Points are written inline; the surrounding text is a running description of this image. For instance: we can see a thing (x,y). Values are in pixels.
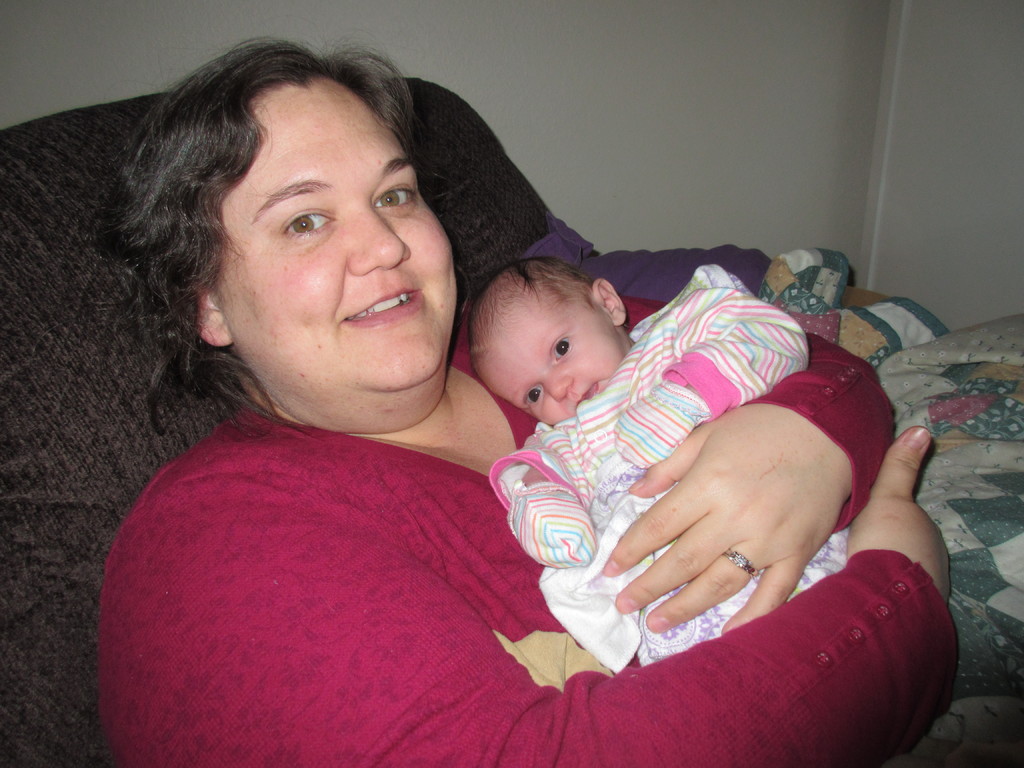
In this image I can see a person (362,541) holding a baby (570,551) and the person (321,573) is wearing red color dress (244,600). Background (80,401) I can see brown color couch (65,408) and the wall (114,39) is in cream color.
